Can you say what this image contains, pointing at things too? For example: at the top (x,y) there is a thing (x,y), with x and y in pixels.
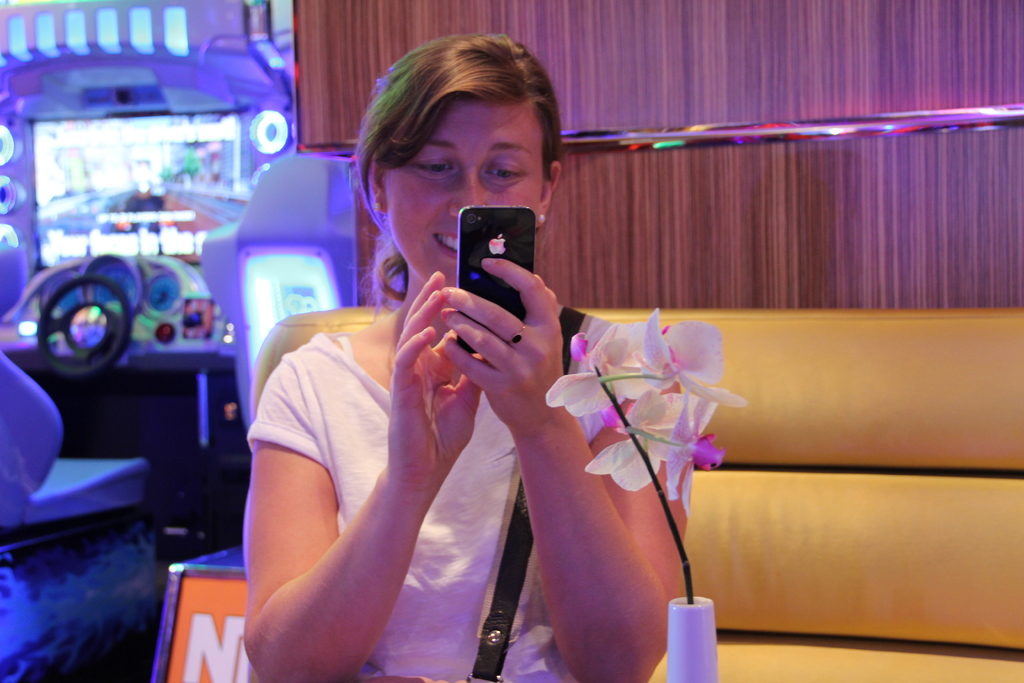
This is a picture taken in a room (740,358), the woman (468,545) in white t shirt (468,545) was holding a mobile (479,273) and looking into her mobile (489,296). In front of the woman (444,572) there is a table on the table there is a flower plant (655,345). Behind the woman (503,431) there is a wooden wall (726,109) and a game machine (103,331).
